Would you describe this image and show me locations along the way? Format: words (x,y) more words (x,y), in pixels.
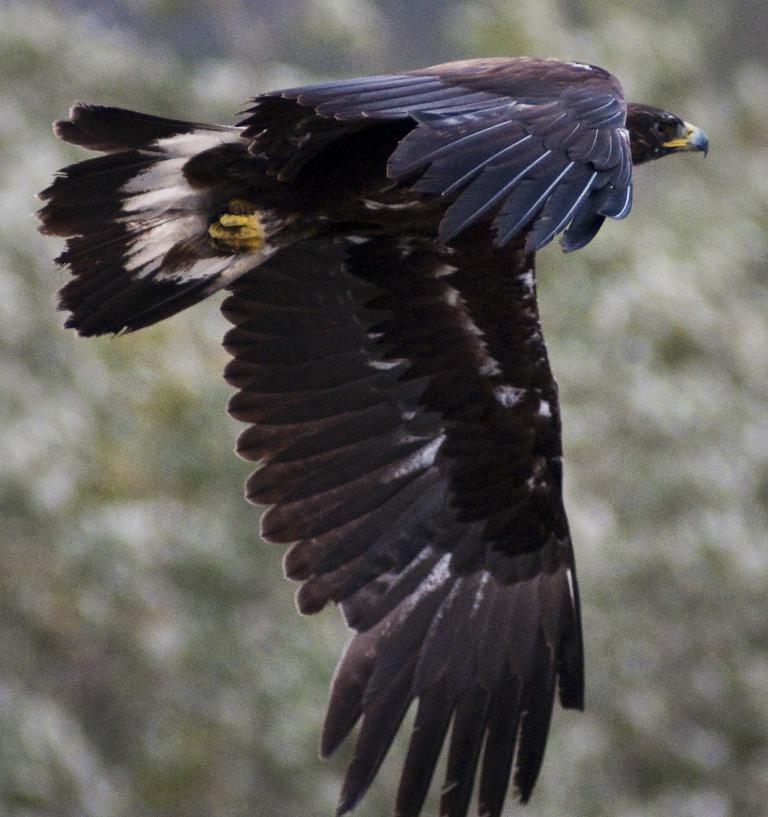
In this image we can see a bird (540,401) flying in the air (121,800) and there is a blur background (151,796).
